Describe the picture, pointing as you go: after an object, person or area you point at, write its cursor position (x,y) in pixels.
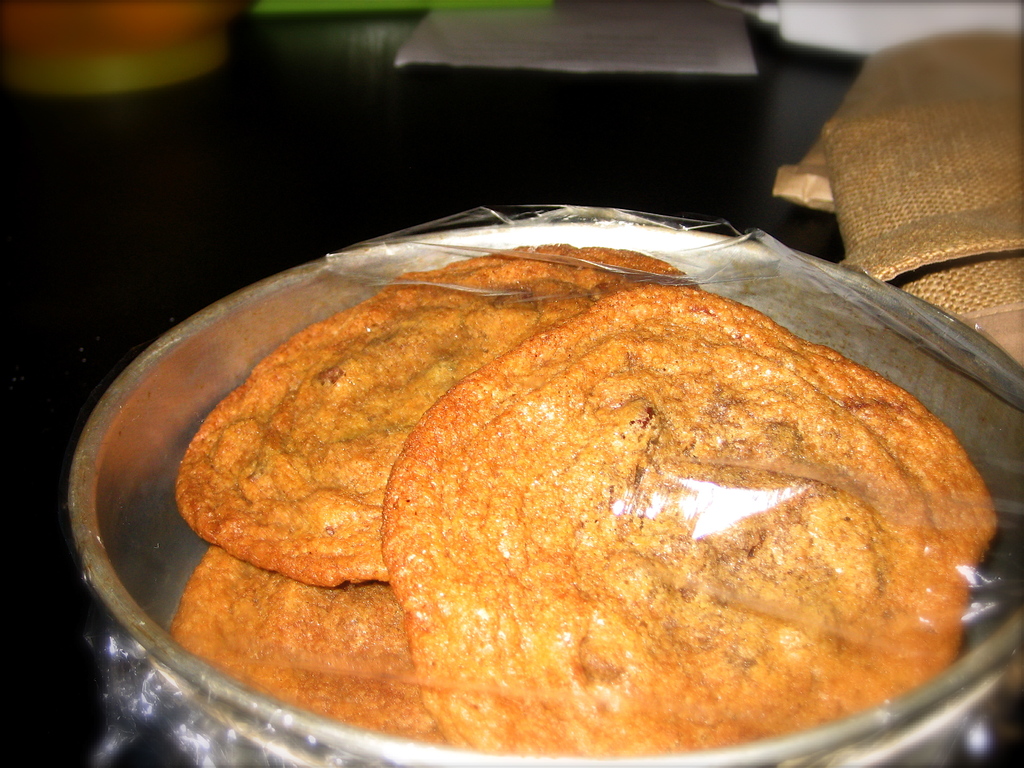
In this image we can see a table (311,101). On the table (509,189) there are paper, polythene bag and food (492,473) placed in an utensil (253,320).
